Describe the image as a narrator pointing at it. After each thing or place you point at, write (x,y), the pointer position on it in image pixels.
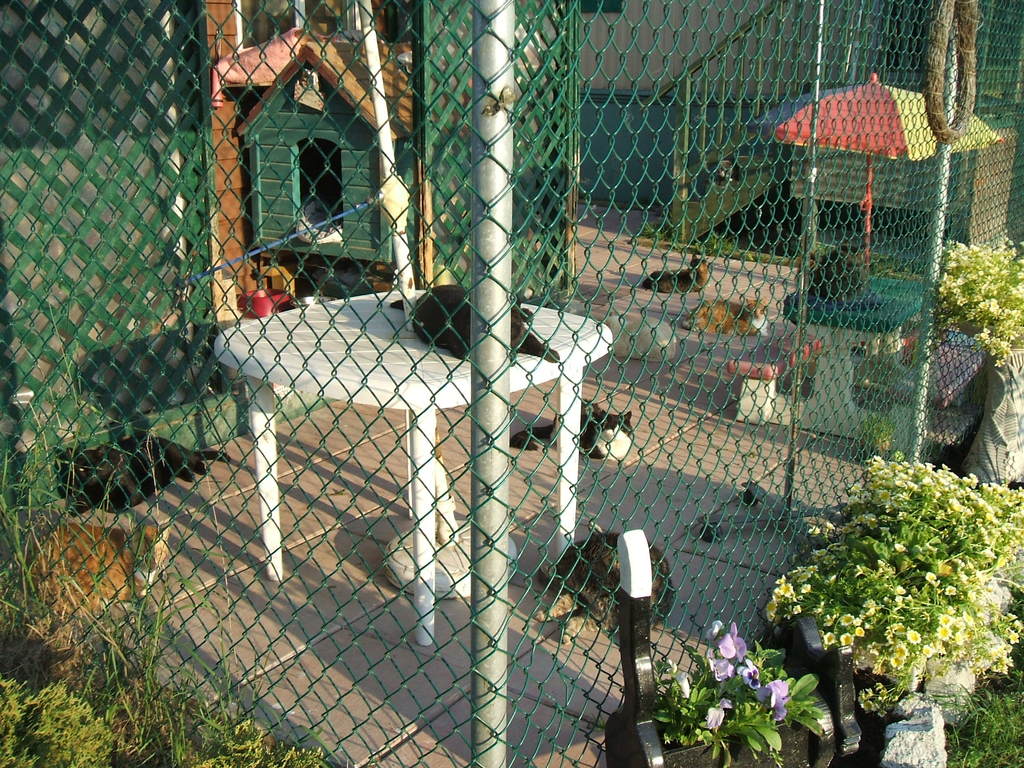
In this image we can see many animals (446,341). There is a fencing (478,451) in the image. There are many plants (847,585) in the image. There are few tables (446,355) in the image. There is an animal (465,349) on the table (390,352). There are flowers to the plants (725,680). There is a cattery (757,560) in the image.
